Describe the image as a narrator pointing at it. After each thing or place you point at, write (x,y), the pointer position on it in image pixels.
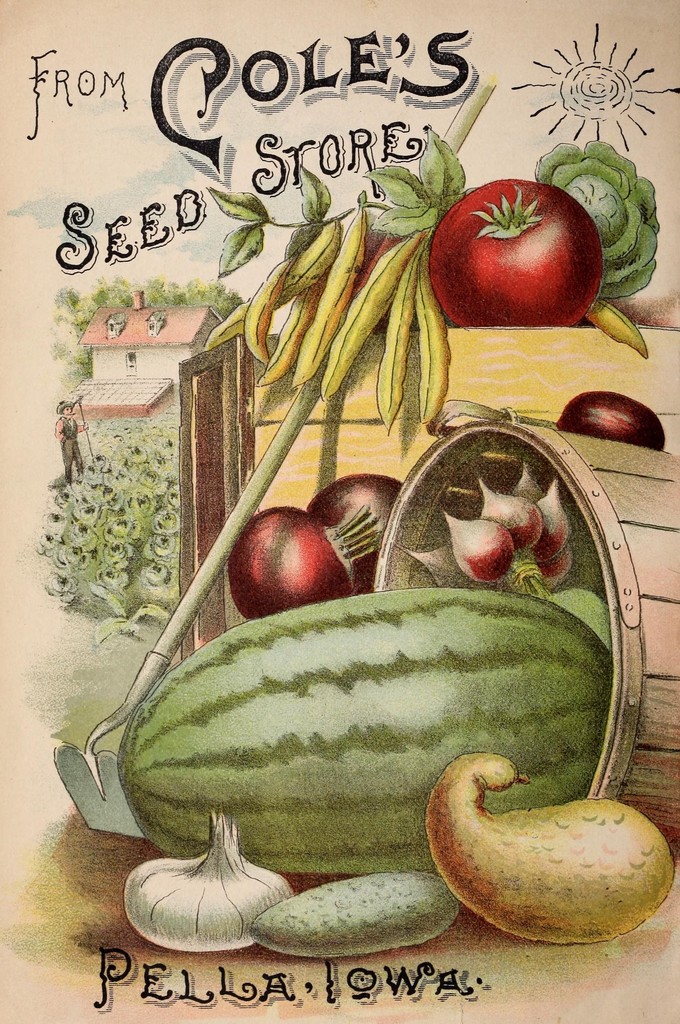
In the picture we can see a poster (232,626) printed with some fruits (248,626), vegetables (220,835) in the basket (571,568) and besides to it, we can see some plants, trees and house (141,311).
